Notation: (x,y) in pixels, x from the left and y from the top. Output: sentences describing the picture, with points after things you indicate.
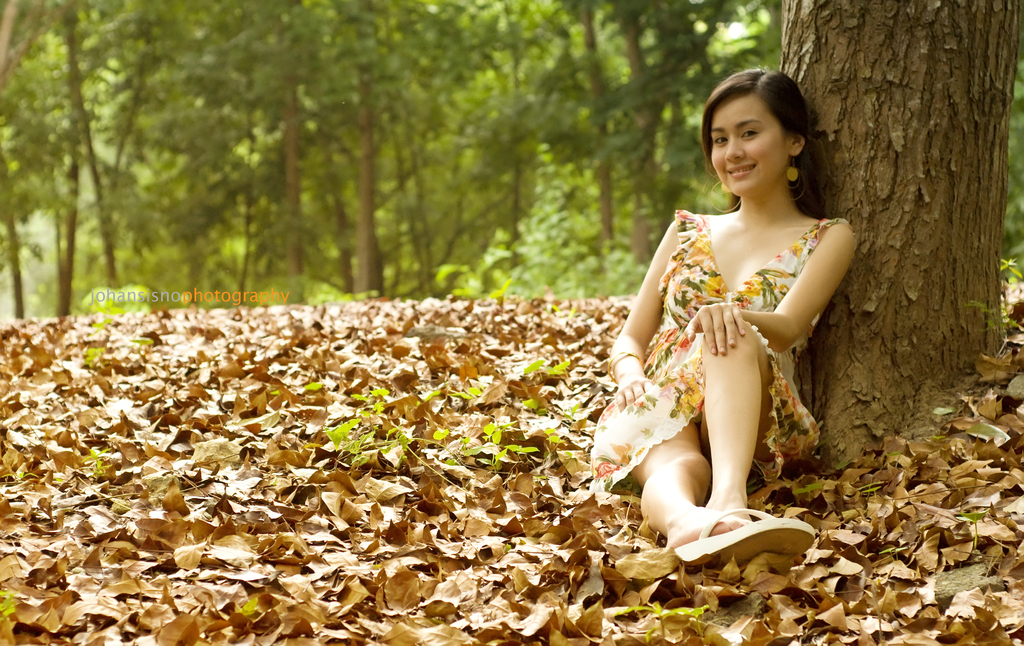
In this image we can see a lady (685,346). There are many trees (332,118) and dry leaves (306,519) in the image. There is a trunk (955,262) of the tree (975,270) at the right side of the image (943,175).
